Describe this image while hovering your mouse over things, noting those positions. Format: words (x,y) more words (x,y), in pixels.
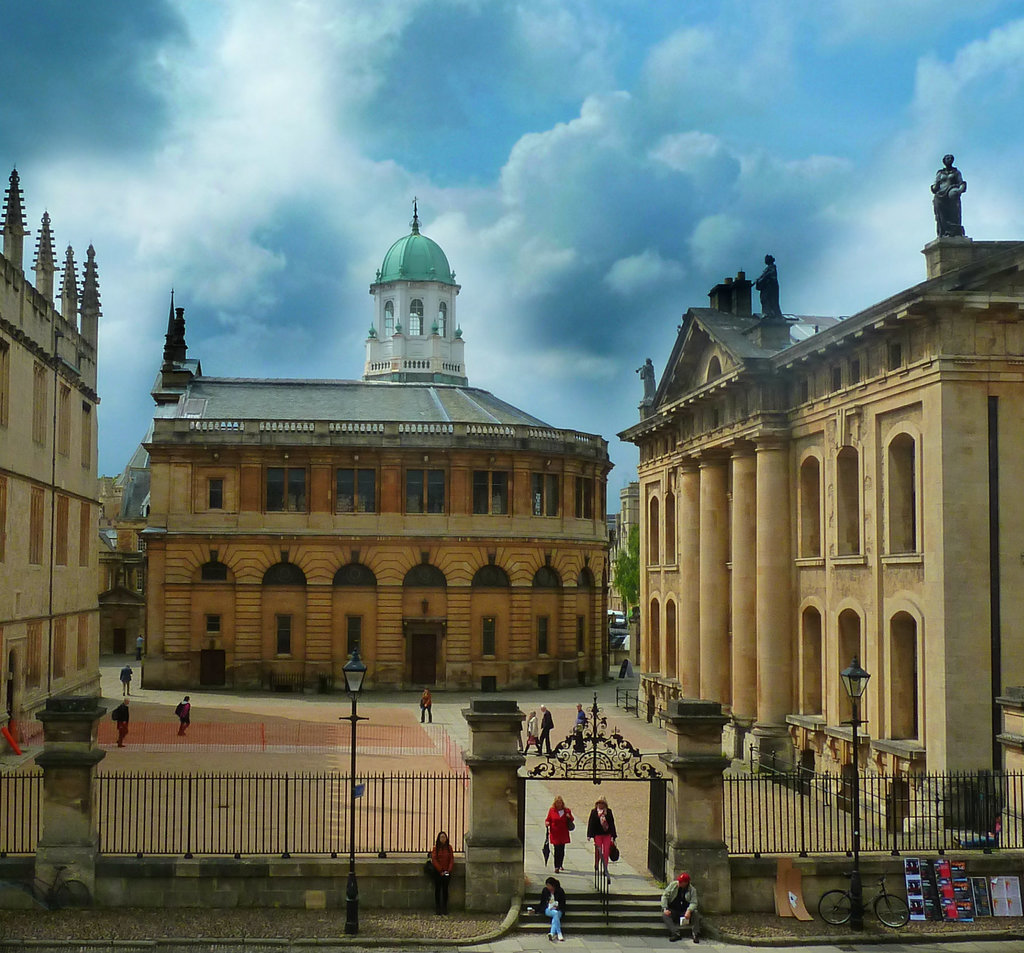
The picture is taken outside a city. In the center of the picture (514,469) there are buildings (517,516). In the foreground of the picture (376,808) there are street lights (856,663), railing (311,839) and people (606,835). At the bottom (251,934) there is road (617,950) and pavement (652,949). Sky (621,264) is cloudy.
